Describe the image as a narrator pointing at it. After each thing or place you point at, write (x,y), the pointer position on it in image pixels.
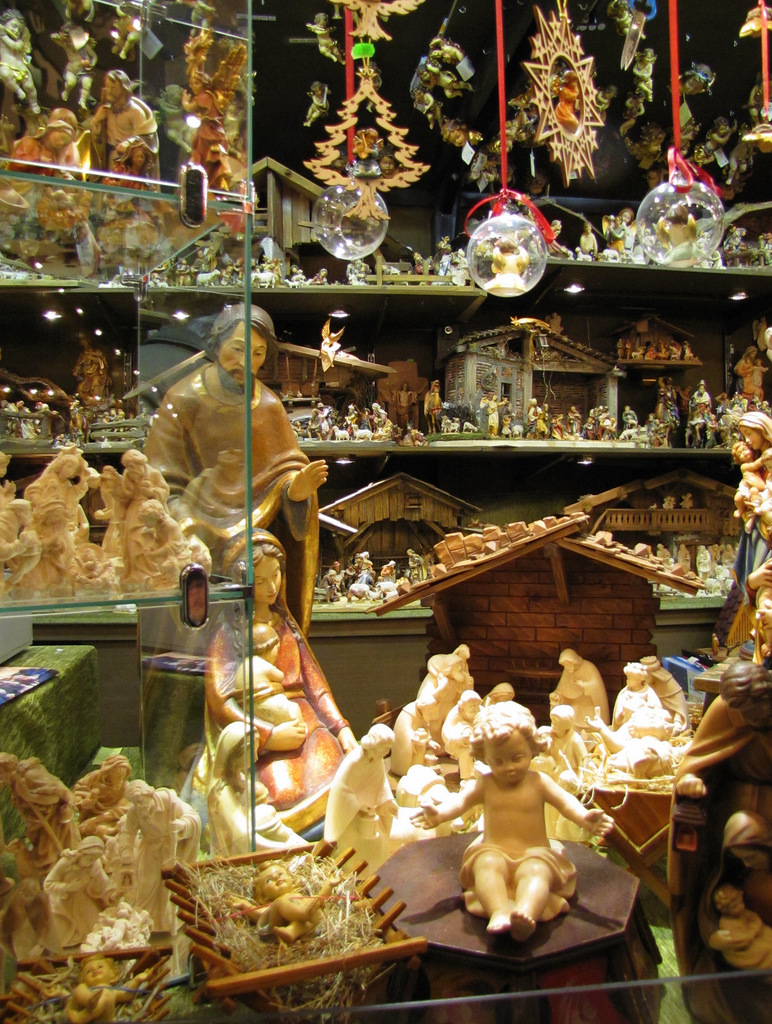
In the picture we can see glass racks (71,385) with full of sculptures (140,149) and decoration items (17,10) which are hanged to the wall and beside the rack (116,176), we can see a glass wall (201,452) attached to the racks (130,631).
